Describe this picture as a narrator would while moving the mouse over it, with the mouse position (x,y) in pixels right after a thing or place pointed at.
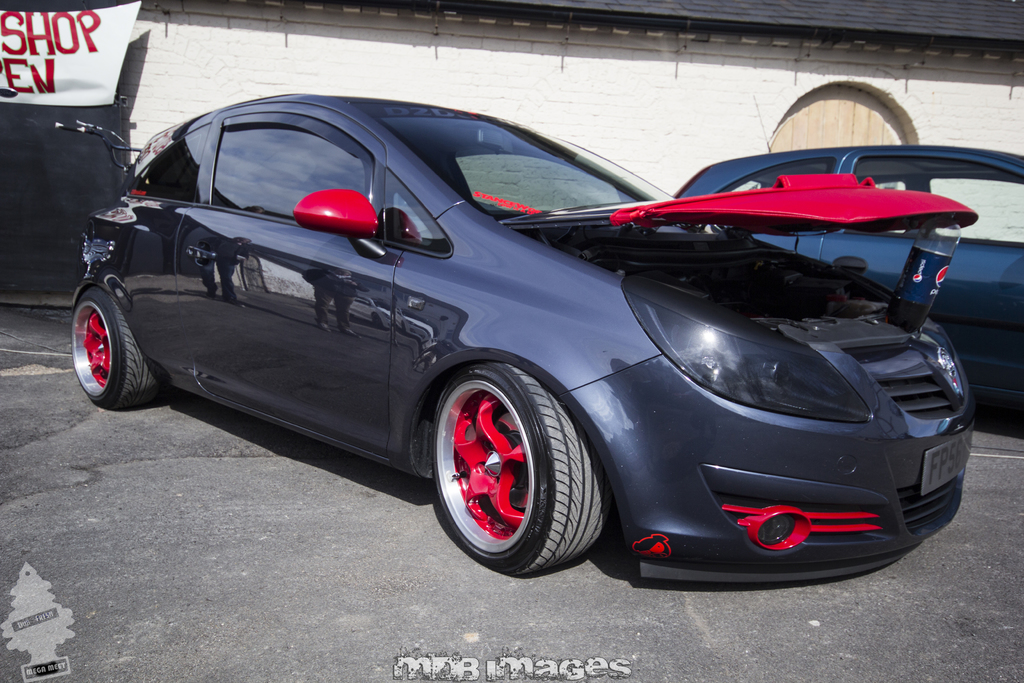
In this image there are two cars (371,255) and a bicycle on the path (772,682), and there is a wall (156,97), door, banner (112,55) and there are watermarks (23,624) on the image.
